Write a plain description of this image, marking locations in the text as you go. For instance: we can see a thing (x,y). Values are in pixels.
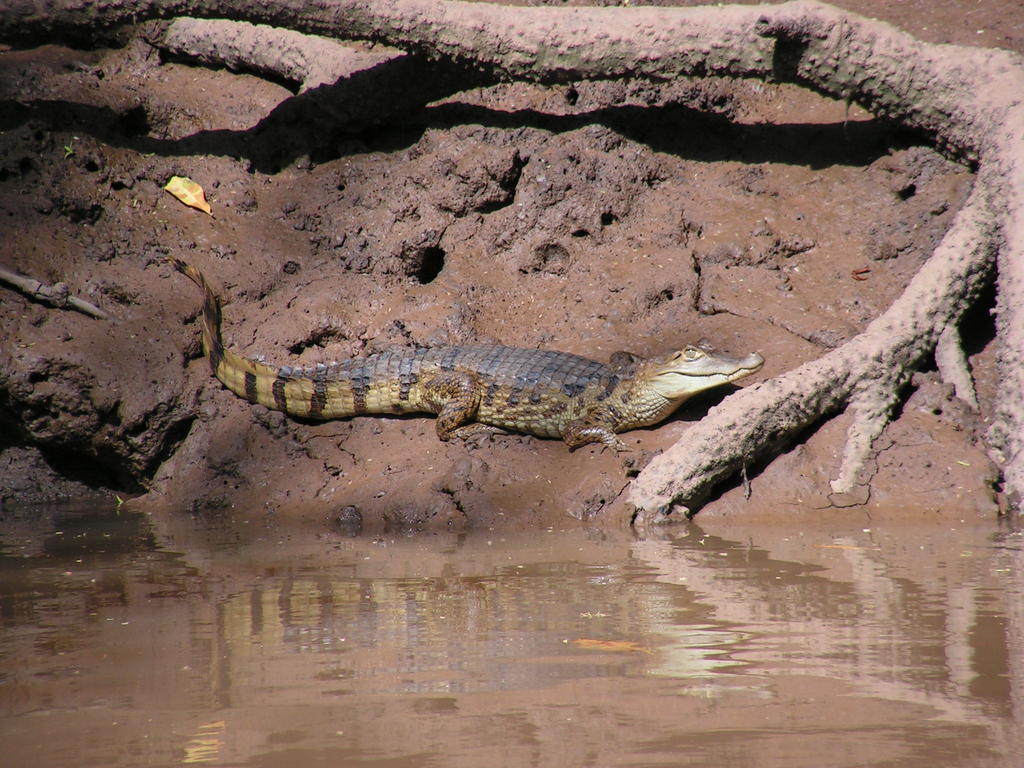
In this image in the front (273,550) there is water (458,640). In the center (520,398) there is a crocodile (511,365). In the background (306,72) there are tree trunks (311,85) and there is a wet soil (460,231).
